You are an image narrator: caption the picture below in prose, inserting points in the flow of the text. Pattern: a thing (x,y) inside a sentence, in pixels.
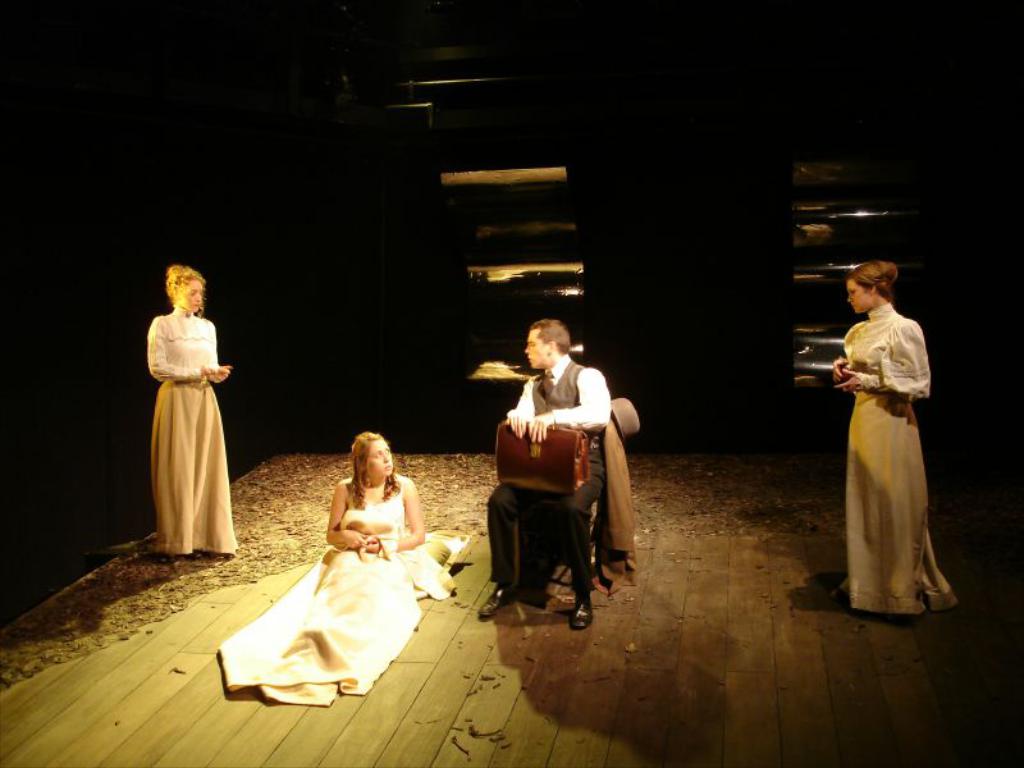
As we can see in the image there are four people (328,533). These three women (926,524) are wearing white color dresses (884,508). The person (573,406) over here is holding a suitcase (575,460) and sitting on chair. The image is little dark.
